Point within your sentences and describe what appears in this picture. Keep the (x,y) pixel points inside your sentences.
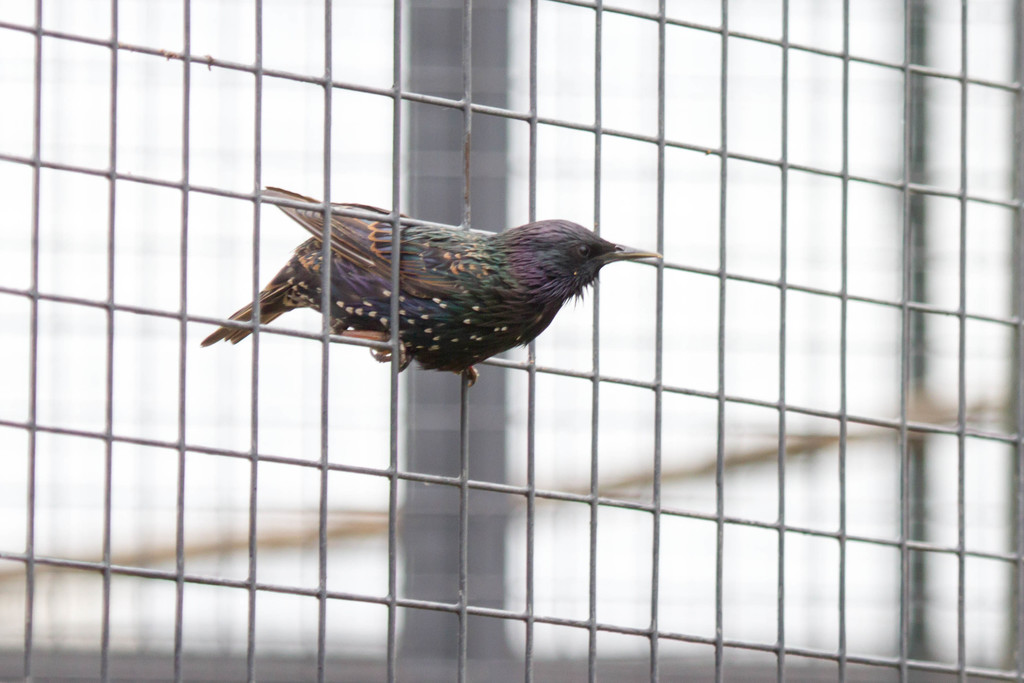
In this image in the center (458,320) there is a bird (433,301) standing on the cage (332,335) which is in the front (591,384) and the background (753,346) is blurry.
